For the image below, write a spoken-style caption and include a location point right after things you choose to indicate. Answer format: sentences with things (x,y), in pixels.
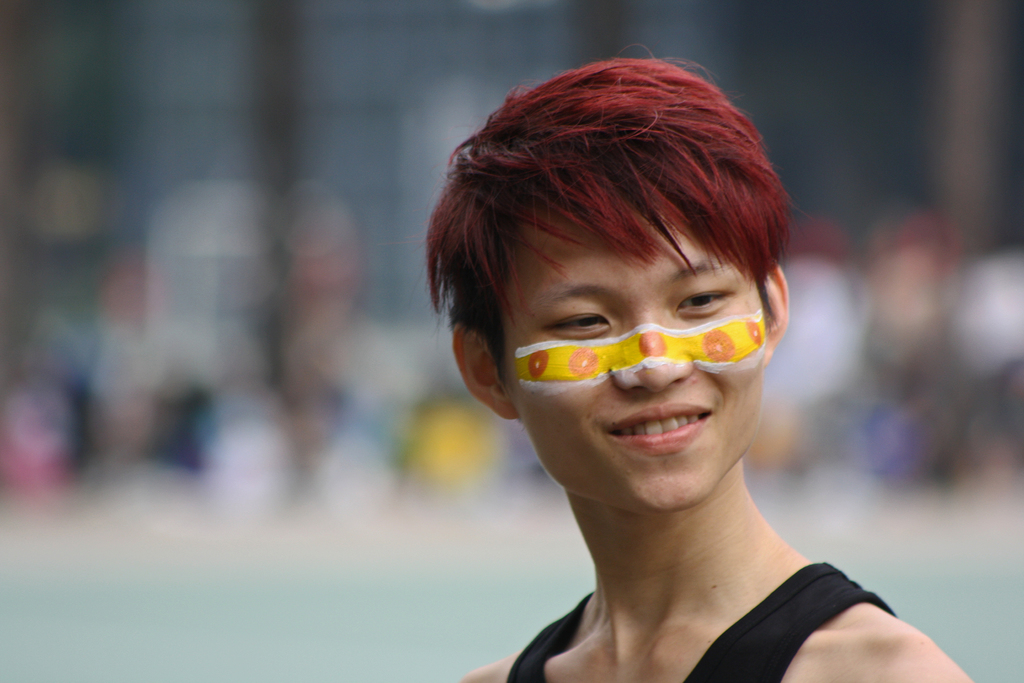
In this image we can see one person (697,308) standing and painted his face (551,373) with white, red, yellow colors.
